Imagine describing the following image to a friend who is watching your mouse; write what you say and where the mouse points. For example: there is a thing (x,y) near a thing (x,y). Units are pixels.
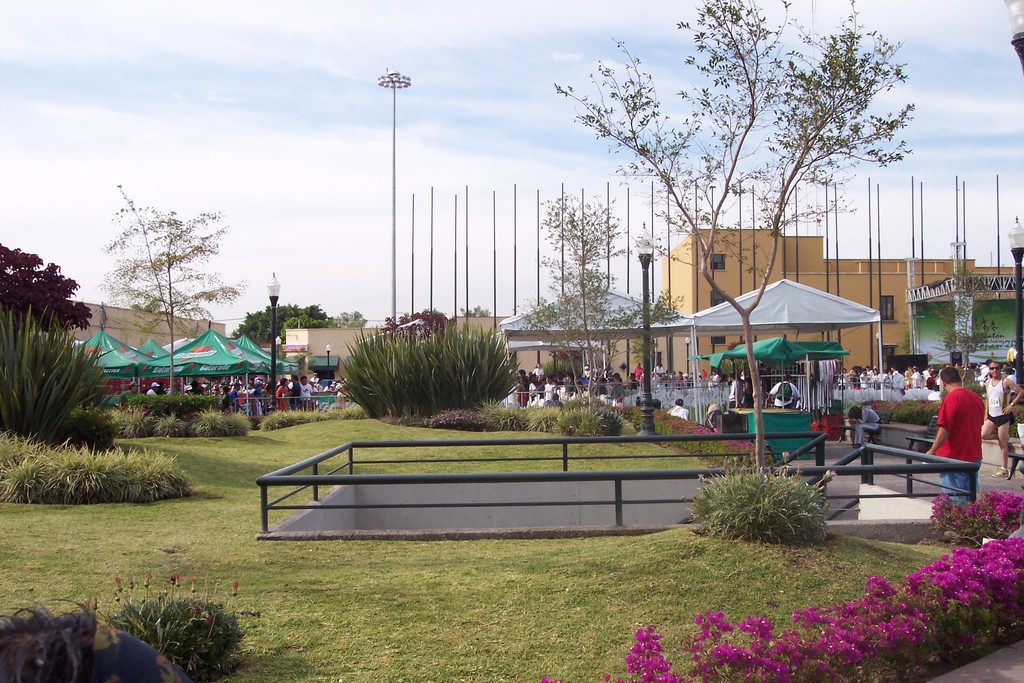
This is an outside view. At the bottom of the image (323,586) I can see the garden (214,561). There are many plants (152,475) and grass (498,626). On the right side (1009,485) I can see the road (983,485). In the background (234,397) there are many people (561,391) standing and I can see few tents (198,353), trees (19,289), poles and buildings (815,266). At the top of the image (208,94) I can see the sky (133,81).
